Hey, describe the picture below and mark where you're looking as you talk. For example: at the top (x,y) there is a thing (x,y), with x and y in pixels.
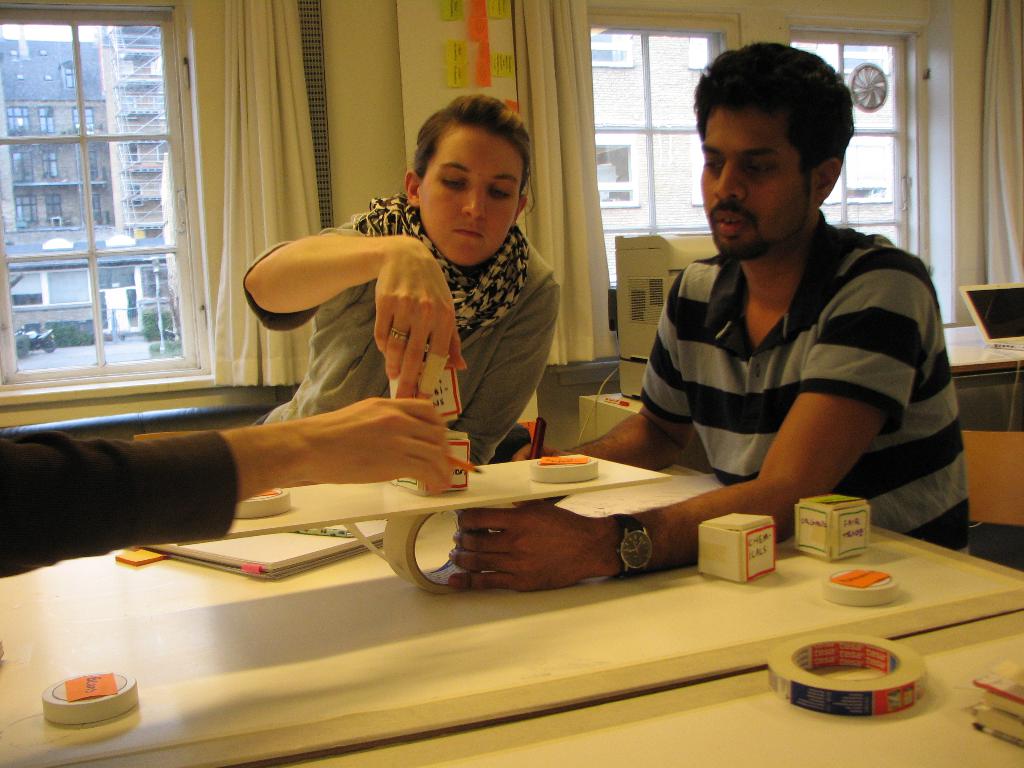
This image is taken inside a room (846,414). There are three people (159,459) in this room (310,323). In the right side of the image (820,349) a man (690,562) is sitting on a chair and holding a plaster (412,559). In the middle of the image (508,444) a woman (505,113) is sitting on a chair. At the background (307,42) there are windows (156,90) curtains (286,90) and walls (373,62). At the bottom of the image (378,535) there is a table (565,737) and there were few things (208,558) on it.
